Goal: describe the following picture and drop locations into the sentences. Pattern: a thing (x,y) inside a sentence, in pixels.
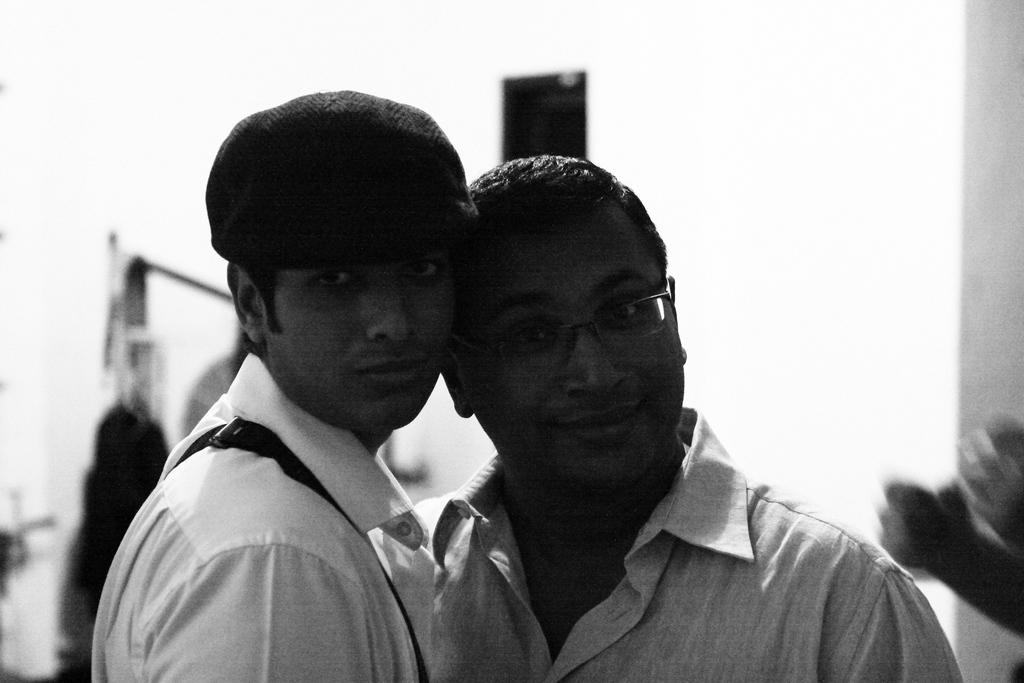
In this picture I can see in the middle (494,357) there are two men (445,357), they are wearing shirts (463,610).
